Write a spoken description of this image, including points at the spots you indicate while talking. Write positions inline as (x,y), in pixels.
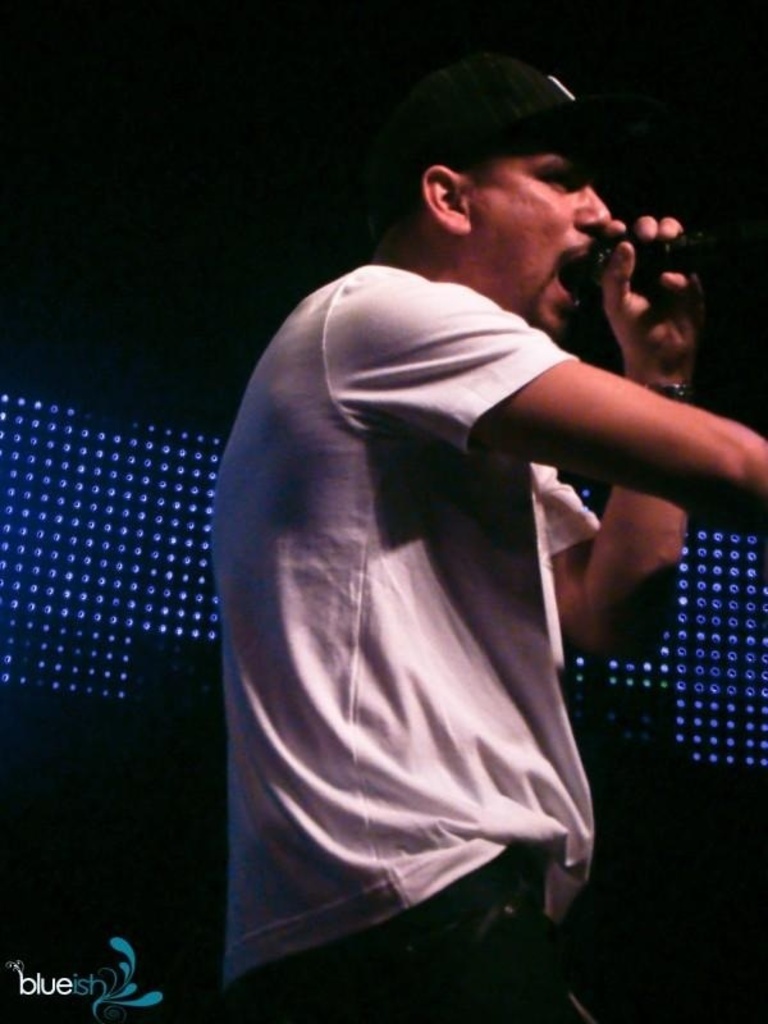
In this picture we can see a man (513,289) is holding a microphone (600,239) and singing a song. Behind the man (370,671) there is a dark background (64,799) and lights (170,556). On the image there is a watermark (81,993).
